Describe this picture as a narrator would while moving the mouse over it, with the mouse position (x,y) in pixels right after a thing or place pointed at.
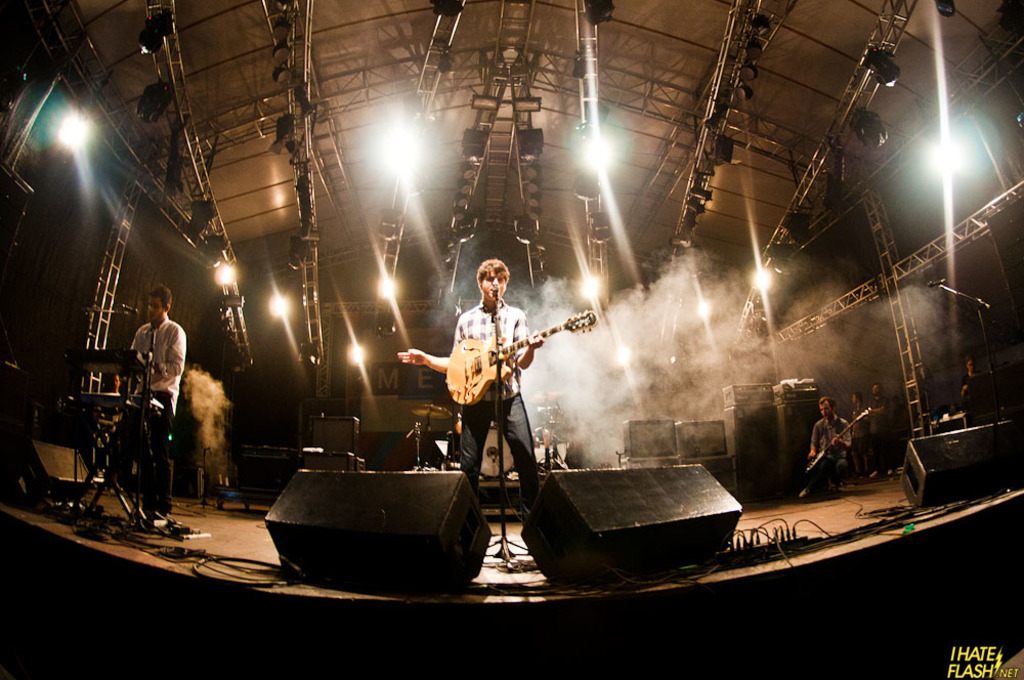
In this picture there is a man (492,329) standing and holding a guitar (483,356). There is also another man (161,385) who is standing to the left (172,348). To the right (877,394) there are few people (873,408) who are standing and a man (829,455) is sitting on the chair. There are some lights (970,157) in the background (351,346).
